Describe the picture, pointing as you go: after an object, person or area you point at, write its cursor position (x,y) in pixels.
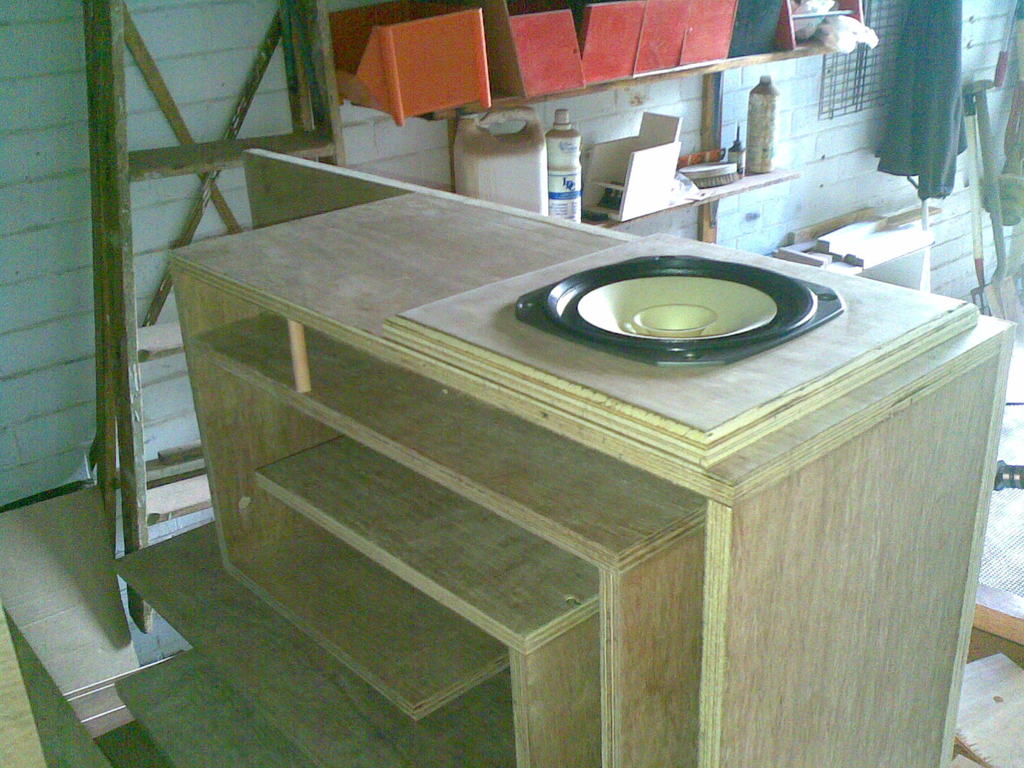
In this picture there is a wooden rack (425,219) in the center of the image (608,367) and there are boxes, bottles (764,129) and a ladder (288,6) in the background area of the image (537,47), there is a spade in the image.
